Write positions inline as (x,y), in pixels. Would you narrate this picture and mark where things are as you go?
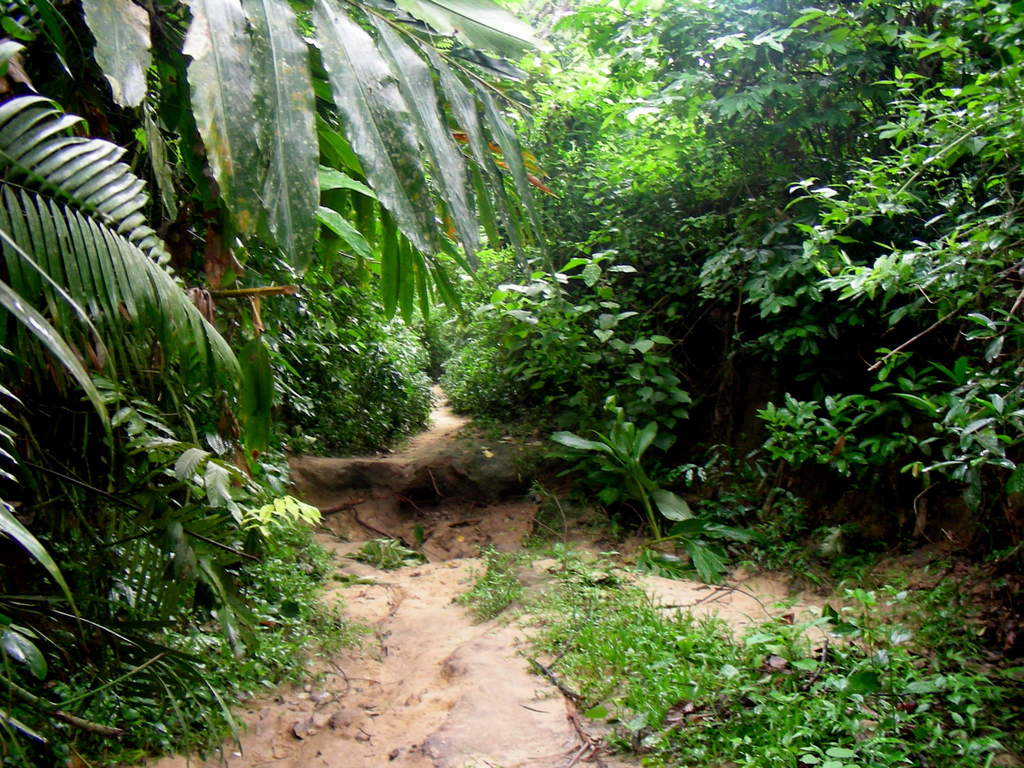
In this image we can see the plants (594,442), grass (616,636) and also the trees (373,258). We can also see the ground (414,703).
